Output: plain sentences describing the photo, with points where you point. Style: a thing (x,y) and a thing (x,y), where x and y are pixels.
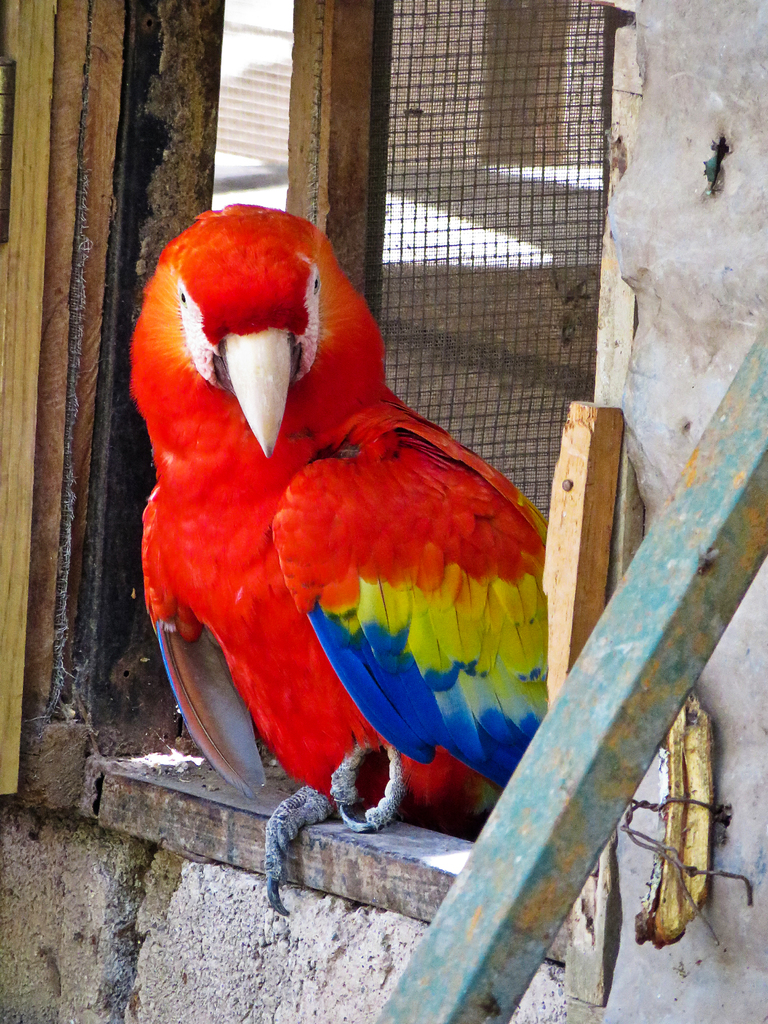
In this image, in the middle (322,634), we can see a bird (324,507) standing on the wood wall (453,898). In the background (472,183), we can see a net fence (404,125) and a wood rod (19,173). On the right side (540,764), we can see a metal rod (564,775).
